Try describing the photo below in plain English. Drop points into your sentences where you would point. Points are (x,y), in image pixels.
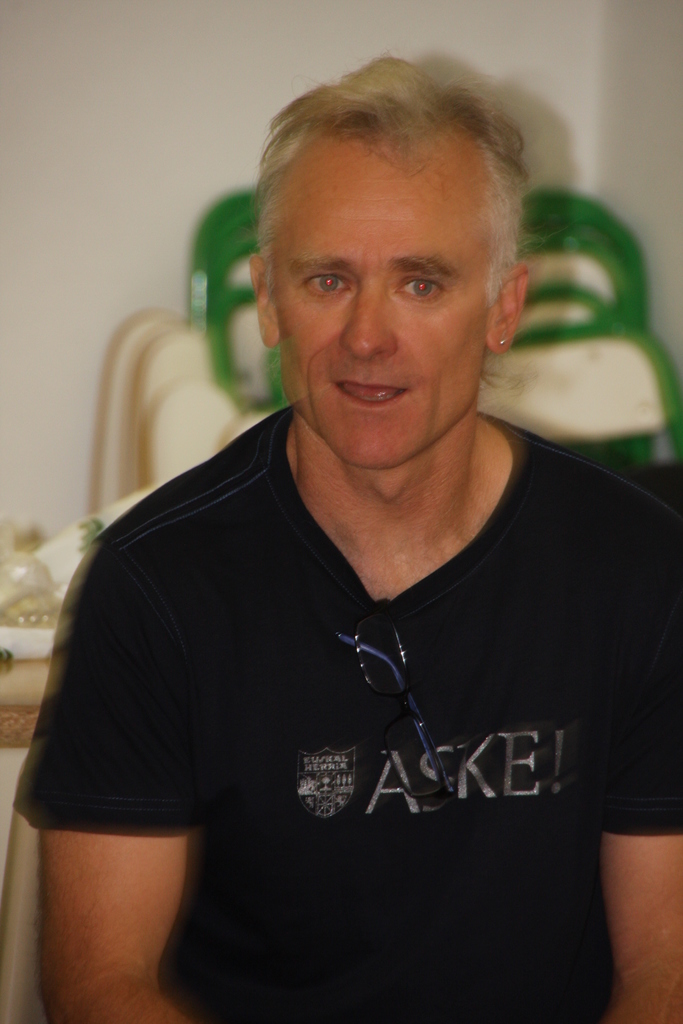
In this picture there is a person (371,447) with black t-shirt (349,818). At the back (145,416) there are chairs (167,416) and there are objects (26,639) on the table (26,639) and there is a wall (142,94).
